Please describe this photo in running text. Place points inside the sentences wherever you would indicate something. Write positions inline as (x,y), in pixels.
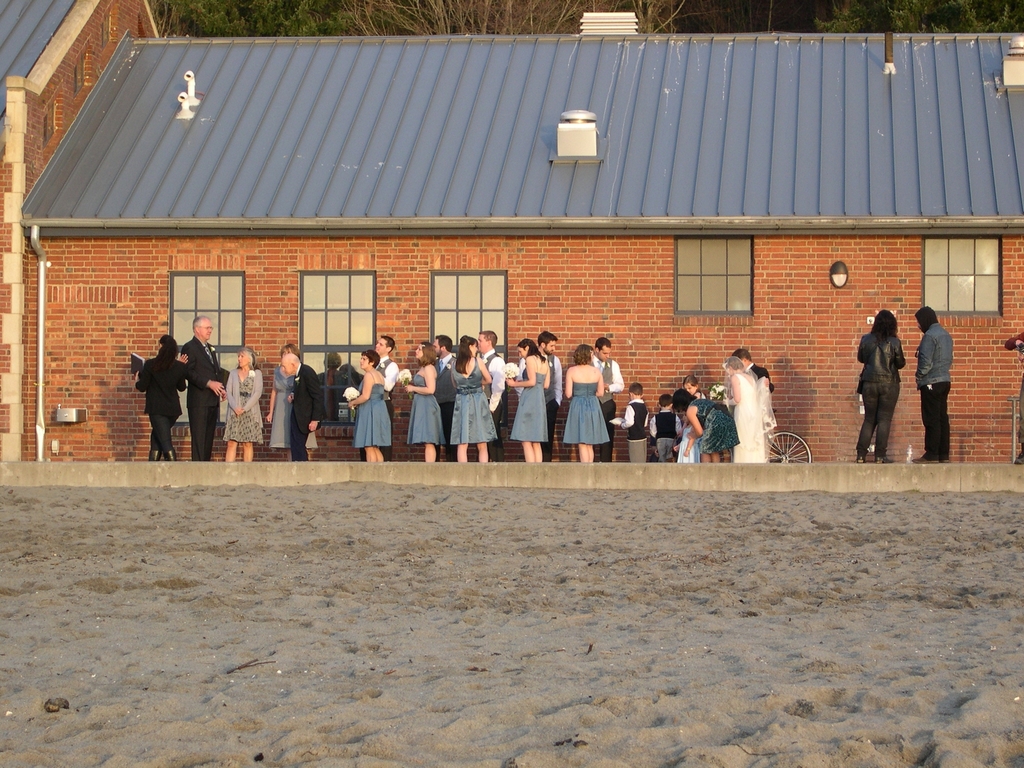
Front of the image we can see sand (359,501). Here we can see people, wall (562,283), windows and roof top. Background (993,16) we can see trees (924,4).
